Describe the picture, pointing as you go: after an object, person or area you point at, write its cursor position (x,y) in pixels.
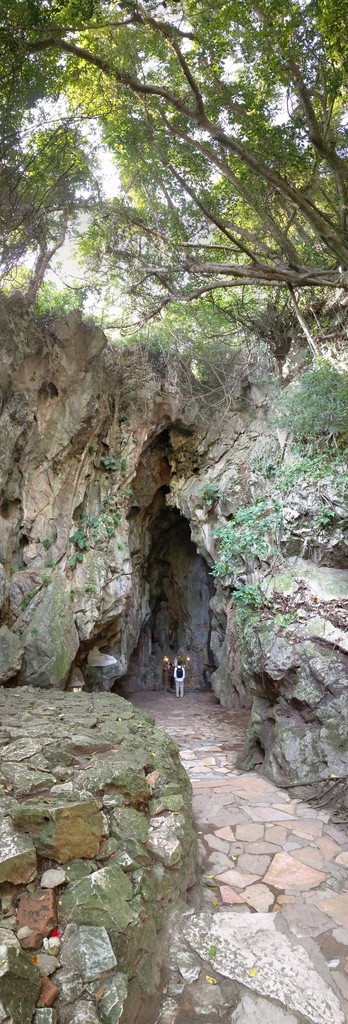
In this image there are people (174,675) standing on the floor (217,809). Background (22,428) there are rocks (174,553) having creeper plants (286,477). Top of the image (160,162) there are trees (199,168) and plants (156,319).
